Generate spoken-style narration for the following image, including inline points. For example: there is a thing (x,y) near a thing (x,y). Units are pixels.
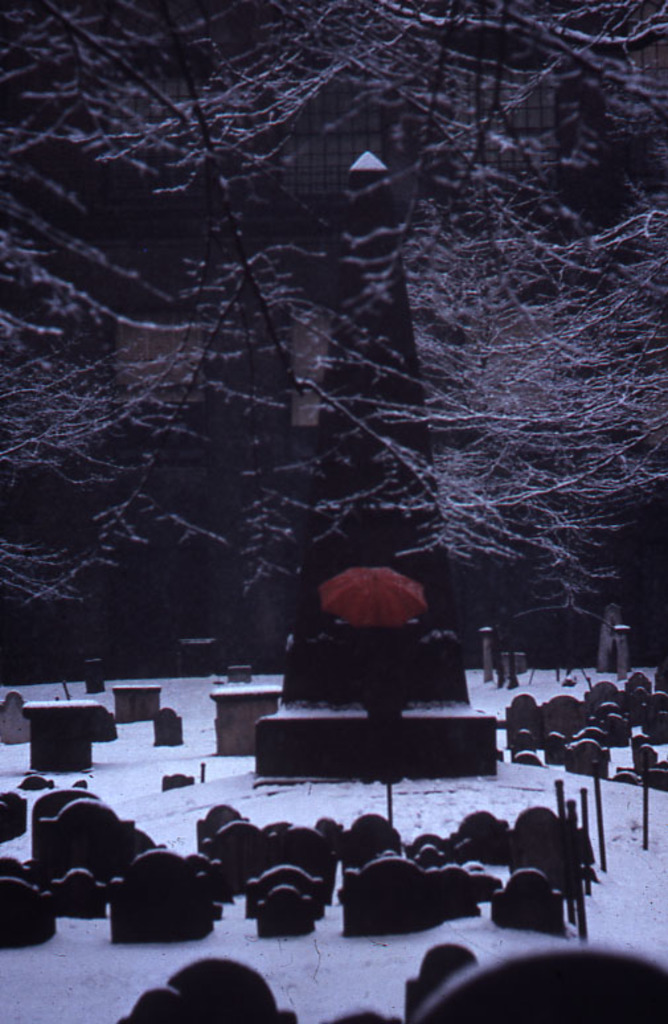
This image consists of a tree (510,45). At the bottom (417,962), we can see the snow (338,877). In the background (665,560), we can see a building (20,199). On the right (577,1013), we can see some poles (569,818) and blocks (485,879).
